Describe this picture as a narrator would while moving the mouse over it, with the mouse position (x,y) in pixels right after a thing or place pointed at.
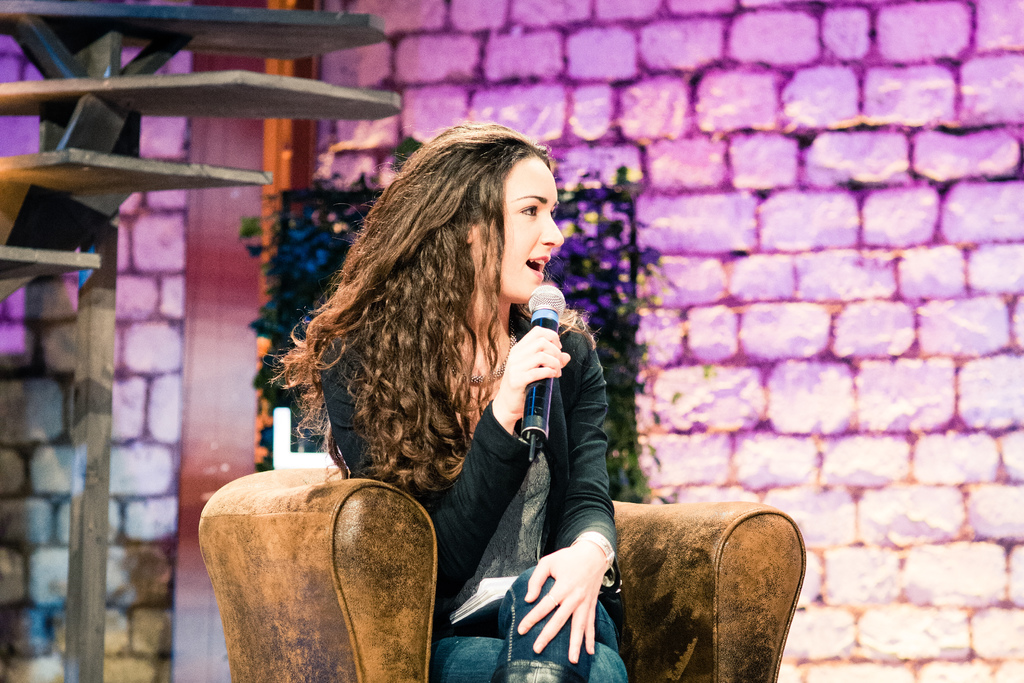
In this picture we can see a woman (474,306) is seated on the chair (329,524), and she is talking with the help of microphone (557,306), in the background (97,173) we can see some wooden racks (112,238), plants (295,261) and a wall (752,252).
